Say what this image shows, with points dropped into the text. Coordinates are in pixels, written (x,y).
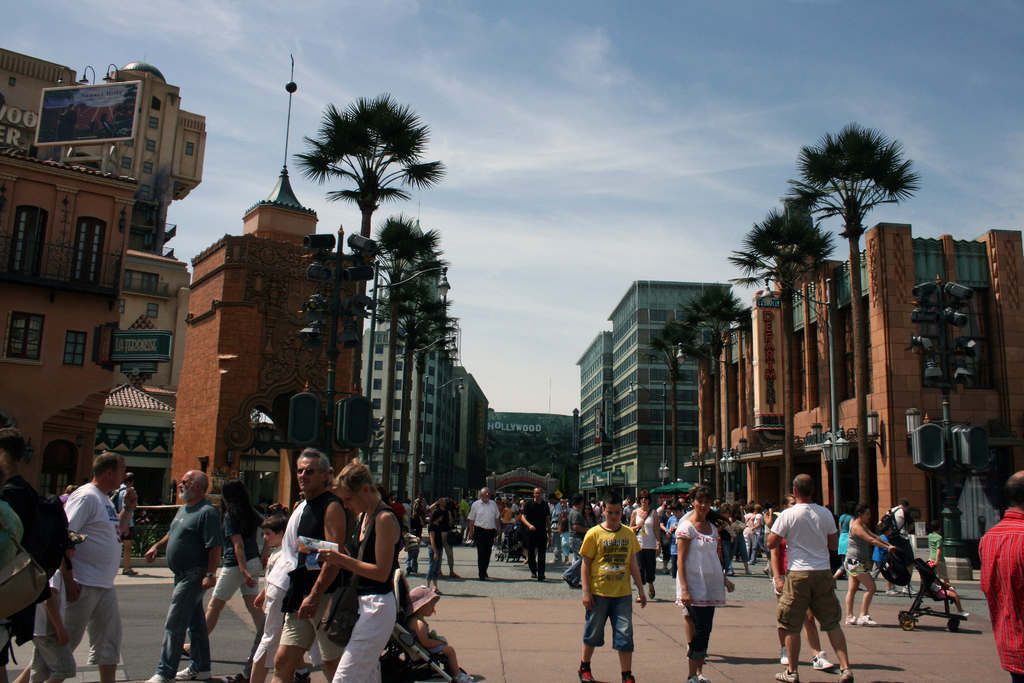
This picture is clicked outside and we can see the group of people (654,554) seems to be walking on the ground (878,636) and we can see the kids (425,638) in the strollers (404,631). In the background (552,185) we can see the sky (542,202), trees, lights (316,272) attached to the metal rods (340,269) and we can see the buildings (881,377), text (771,348) attached to the buildings (225,398) and we can see many other objects (11,561).
